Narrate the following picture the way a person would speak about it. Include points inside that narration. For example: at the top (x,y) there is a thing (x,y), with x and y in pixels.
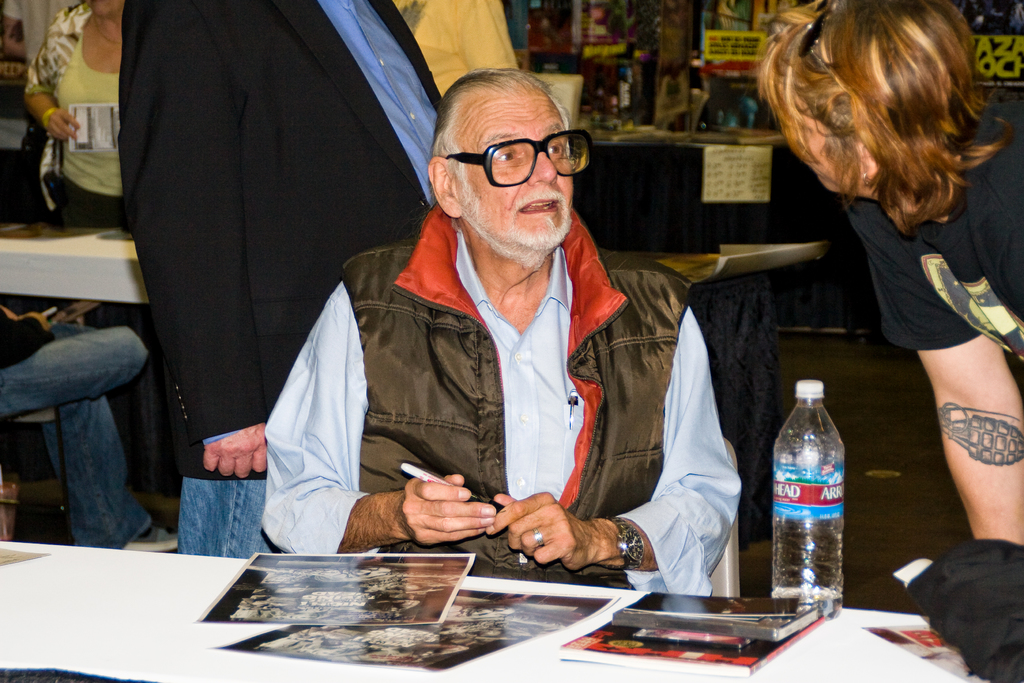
In this image there is an old man (552,489) who is sitting on a chair (731,571). He is wearing a jacket (631,403), shirt (545,405), goggles (532,167) and watch (626,549). On the right side (879,196) there is a woman (886,176) who is in black t-shirt (1015,232). She is looking to a man (523,188) who is holding a pen (480,501). On the table (191,641) there is a pamphlet (409,623), books (686,652), water bottle (806,525) and a cloth (986,618). On the left side (64,370) there is a person (76,382) who is wearing a blue jeans (87,371). On the top left corner (102,94) we can see a woman (79,101) who is holding a book (99,118).
